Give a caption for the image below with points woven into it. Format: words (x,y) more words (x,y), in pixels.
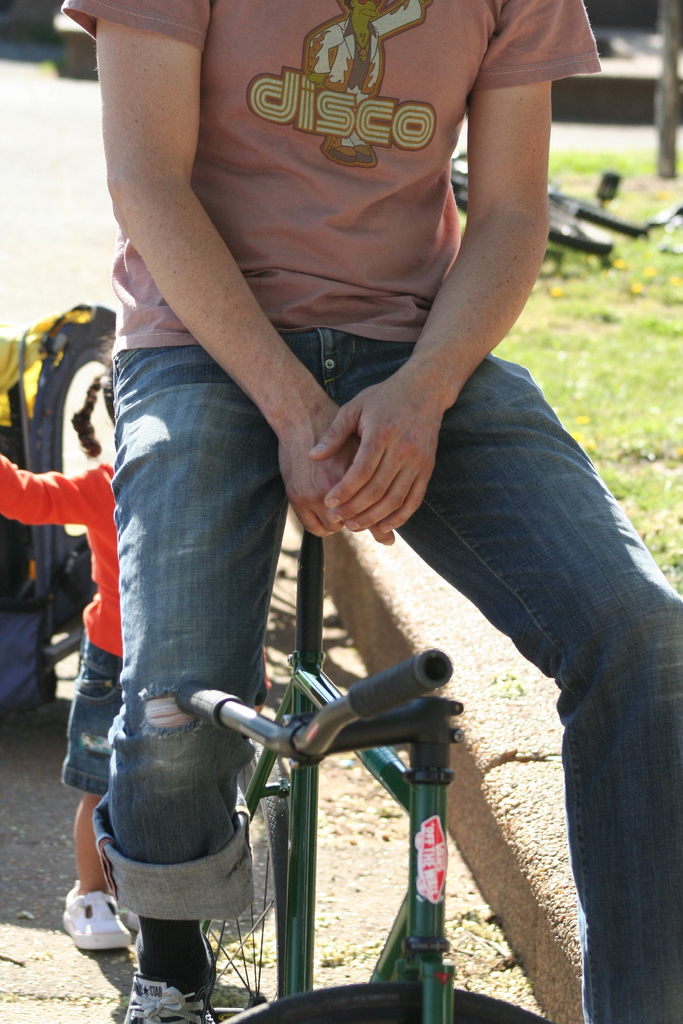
This person (156,312) is sitting on a bicycle (299,827). Far there is a bicycle (578,240) on grass (625,335). Backside of this person (218,617) there is a kid (99,617).
